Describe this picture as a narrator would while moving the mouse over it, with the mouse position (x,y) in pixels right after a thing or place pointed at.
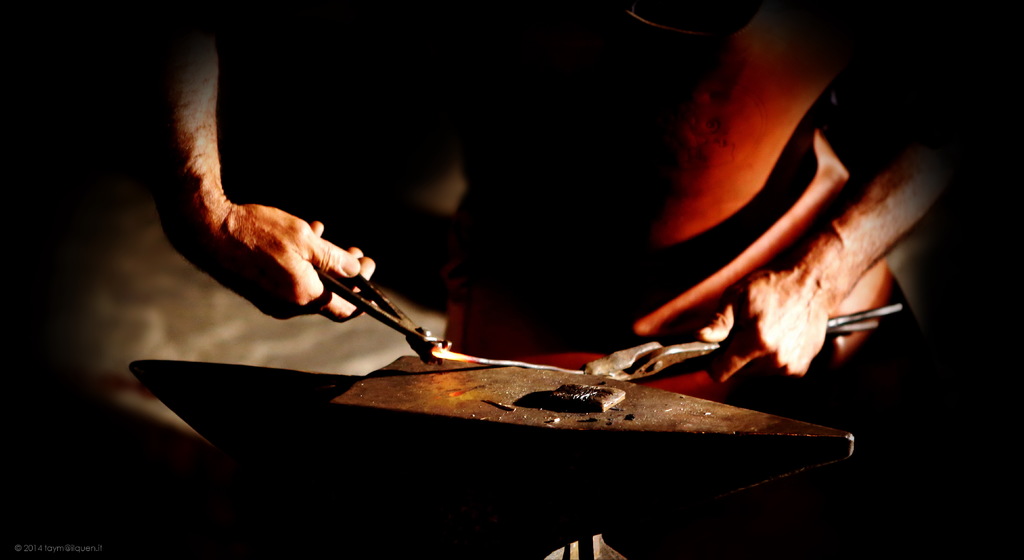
In this image we can see a man (723,258) is holding metal tools (686,356) in his hands (833,277). At the bottom of the image (608,455), we can see a metal object (680,444).
